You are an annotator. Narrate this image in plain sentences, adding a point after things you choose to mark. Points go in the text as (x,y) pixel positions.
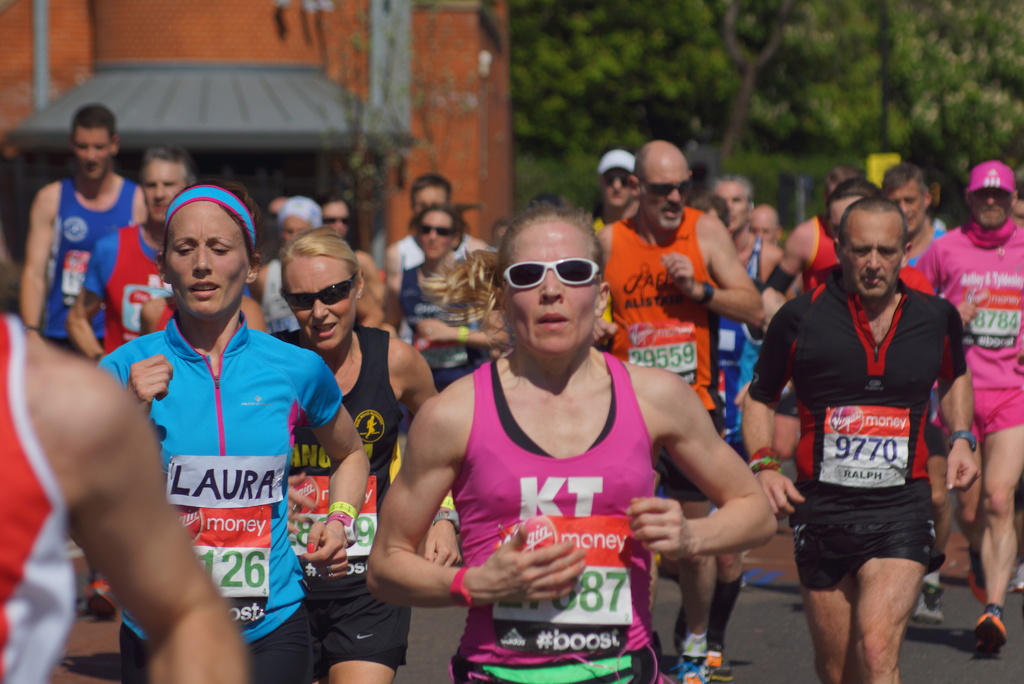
In this picture I can see there are few people (631,446) jogging and they are wearing colorful shirts (271,378), in the backdrop (318,124) there is a building (160,102) at left (154,69) and there is a tree (657,104) at the right side (782,83).
